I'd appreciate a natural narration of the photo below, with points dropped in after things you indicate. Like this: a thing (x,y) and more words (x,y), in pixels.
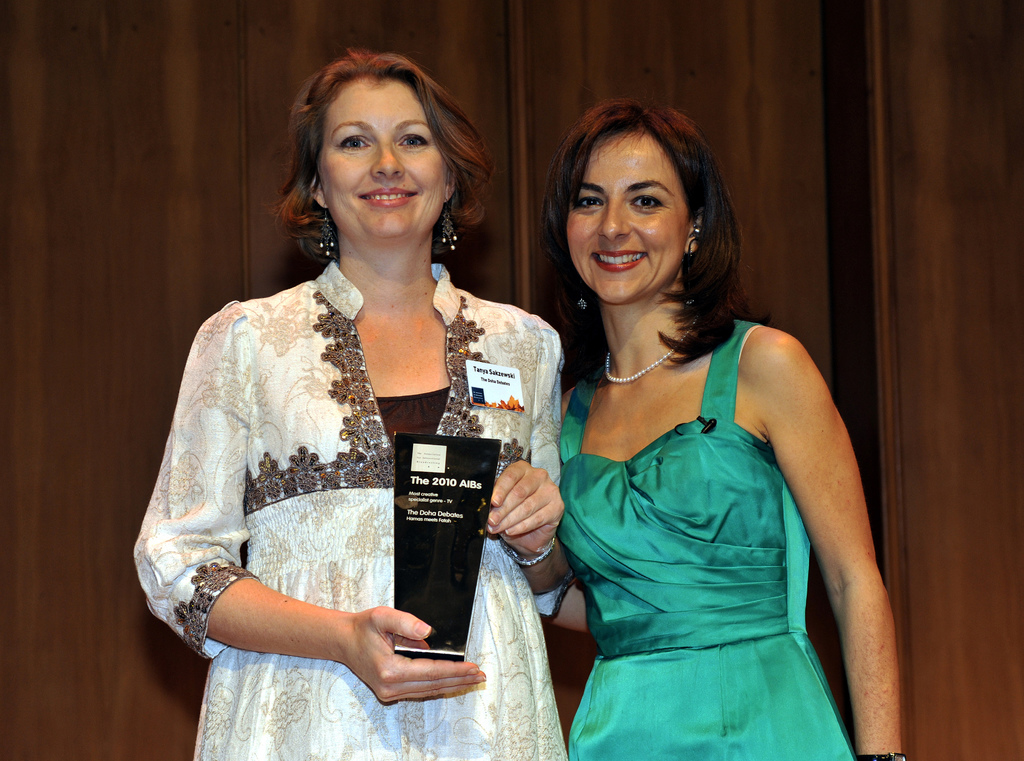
In this image there are two women (495,392) standing, there is a woman (549,597) holding an object (425,462), at the background of the image (275,253) there is a wooden wall (748,237).
